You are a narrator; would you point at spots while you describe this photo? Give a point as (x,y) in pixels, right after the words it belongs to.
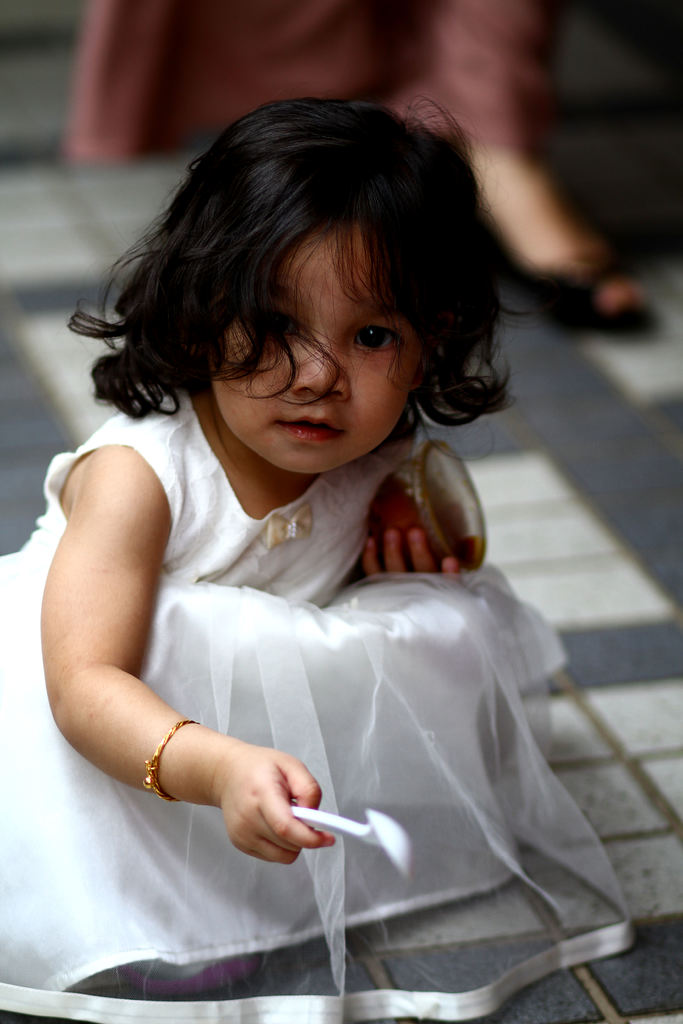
In this picture, we can see a girl (457,739) wearing a white color dress (378,736) and she is also holding spoon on one hand (290,770) and cup (465,549) on other hand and the girl (513,676) is in squat position. In the background (384,81), we can see a legs (516,209) of a woman (604,308) which are covered with chappal (621,320), at the bottom (641,867), we can see a floor (517,511).
